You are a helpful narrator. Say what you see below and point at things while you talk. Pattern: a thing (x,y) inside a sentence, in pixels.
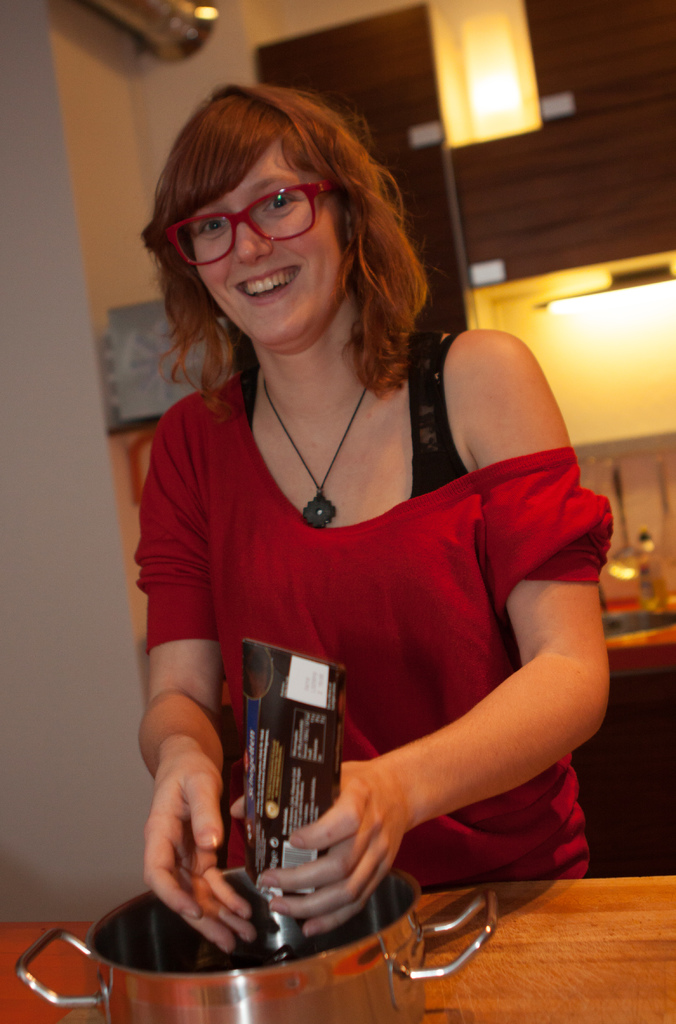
In the center of the image (379,538) we can see a lady (330,434) standing and holding a carton (300,687). At the bottom (491,955) there is a table (591,979) and we can see a vessel (280,966) placed on the table (491,955). In the background (574,395) there is a wall (595,354) and we can see lights (595,303). We can see a cupboard (490,225) and there is a countertop (628,657).
